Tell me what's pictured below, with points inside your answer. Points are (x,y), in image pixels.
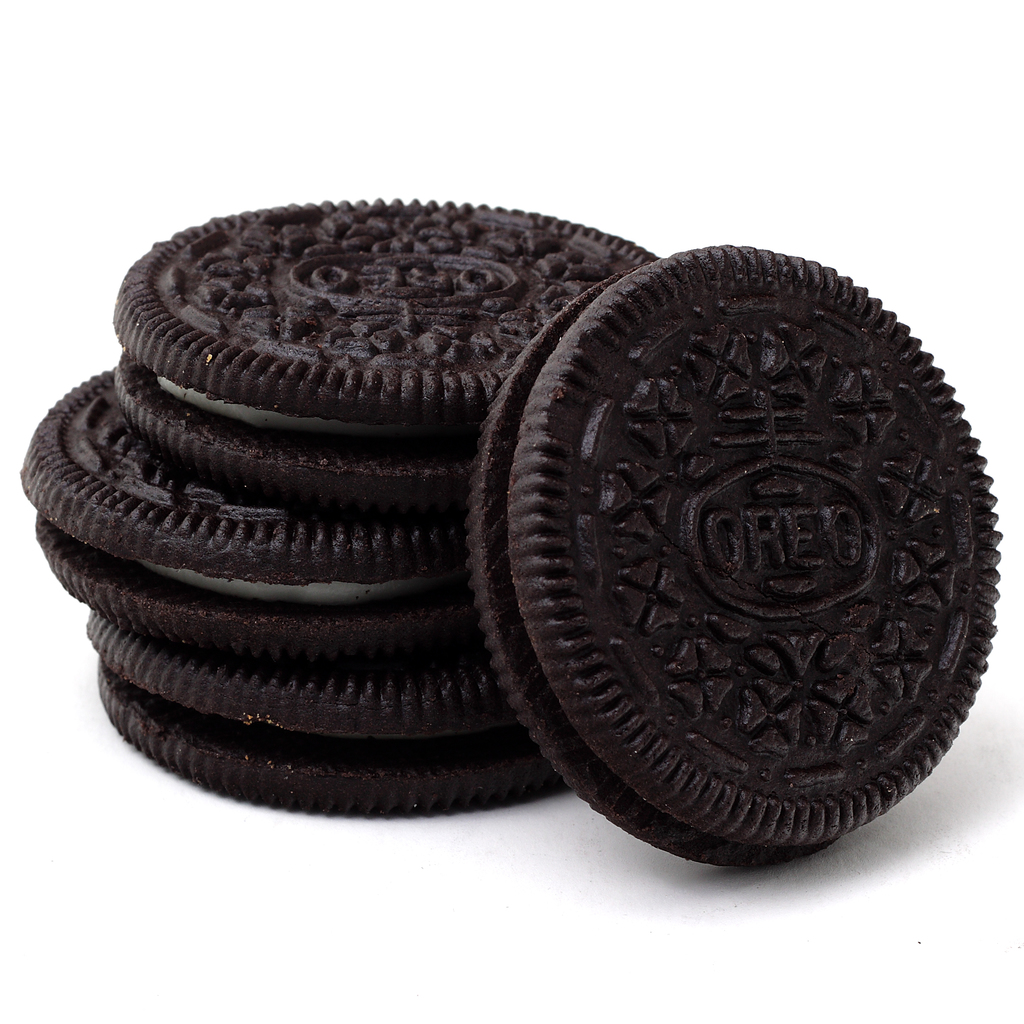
In this image, I can see four Oreo cookies (297,523), which are black in color. I can see the cream (313,594), which is kept between the cookies (280,442). The background (75,117) looks white in color.
